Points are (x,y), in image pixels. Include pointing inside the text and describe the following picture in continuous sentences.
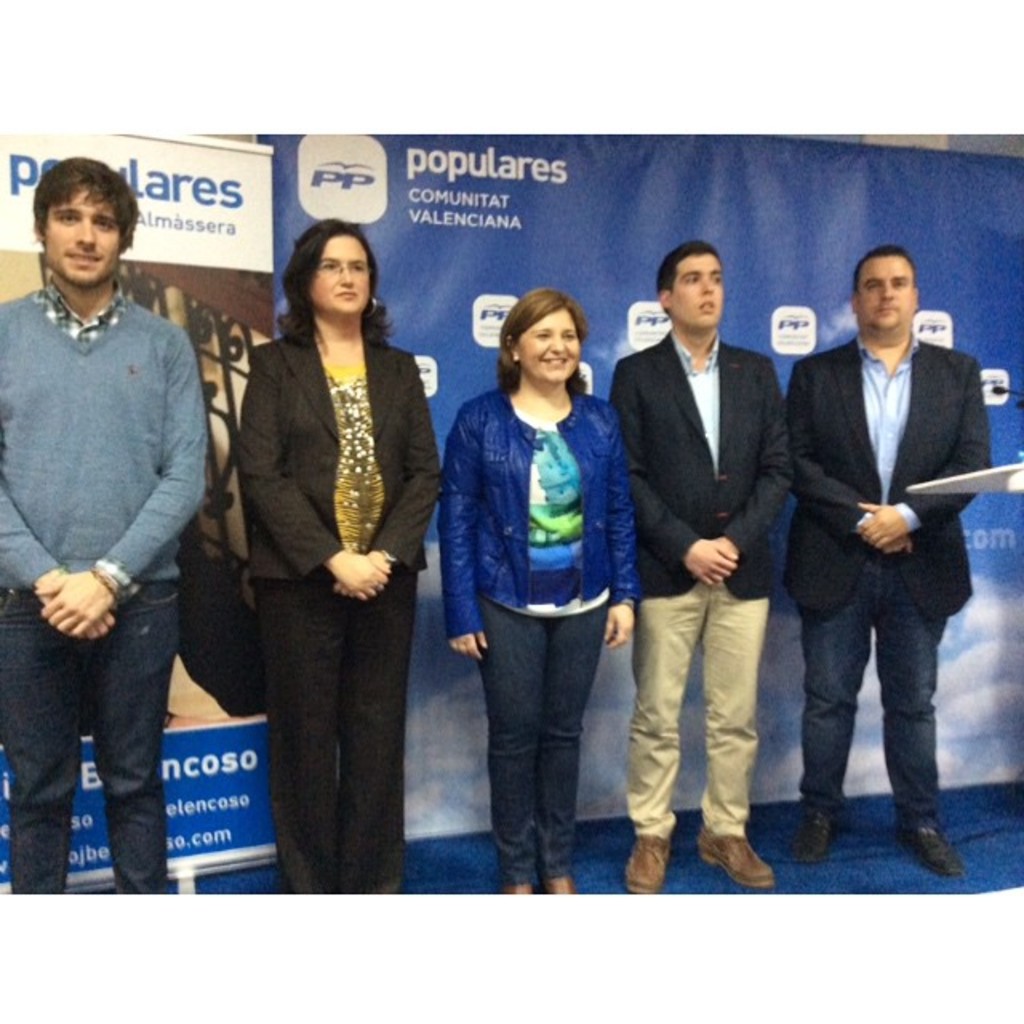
In the center of the picture (345,518) there are people (490,622) standing on the stage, behind them there are banners (346,181). On the right (922,485) there is a podium (1014,473) and a mic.
